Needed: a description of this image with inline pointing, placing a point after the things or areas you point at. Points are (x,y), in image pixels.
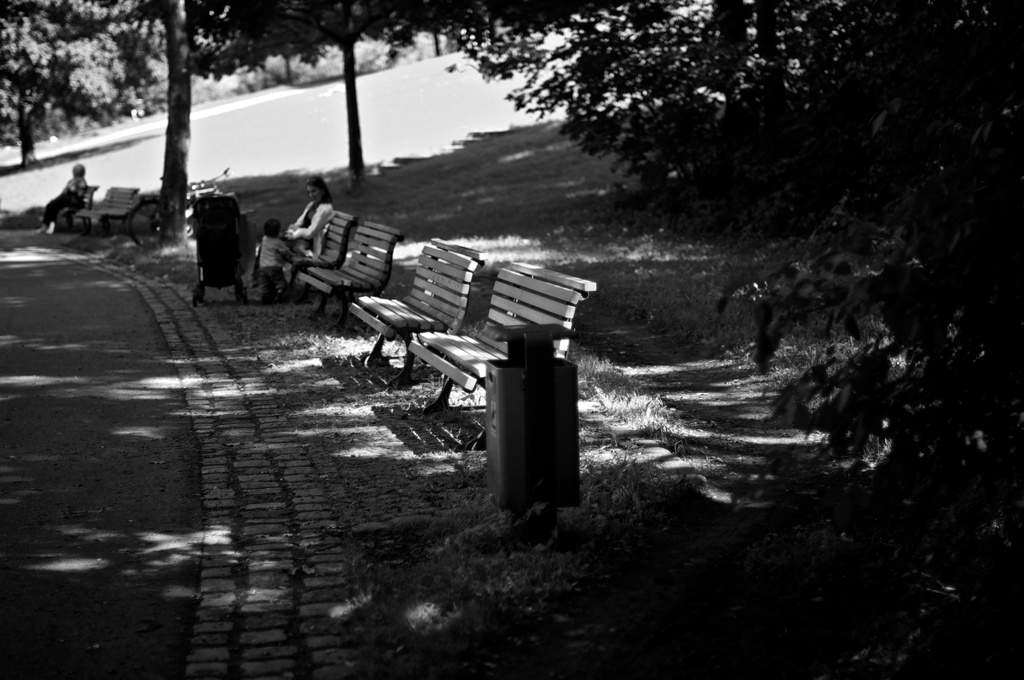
In the image we can see there are benches (478,348) on the ground (699,465) and there is dustbin (573,465) kept on the ground (396,203). There are people (331,200) sitting on the benches (332,229) and there's grass (52,167) on the ground (367,391). Behind there are trees (550,50) and the image is in black and white colour.
